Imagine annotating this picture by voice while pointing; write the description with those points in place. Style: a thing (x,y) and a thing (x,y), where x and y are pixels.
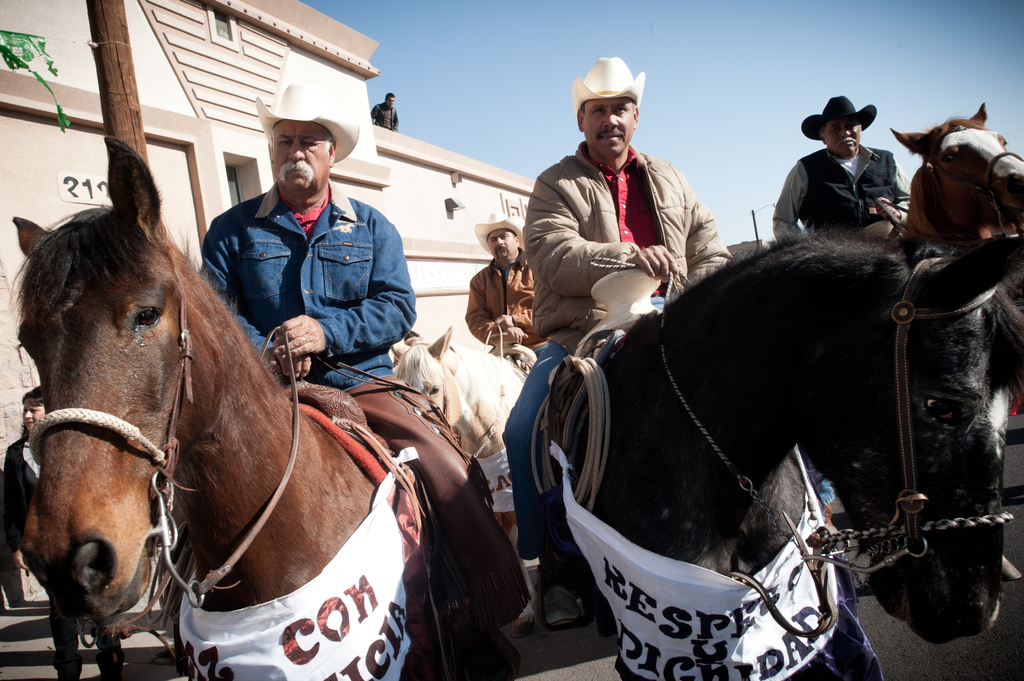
This picture describes about group of people (804,182) some people (833,211) are riding the horses (679,555), in the background (250,81) we can see house (430,257).
